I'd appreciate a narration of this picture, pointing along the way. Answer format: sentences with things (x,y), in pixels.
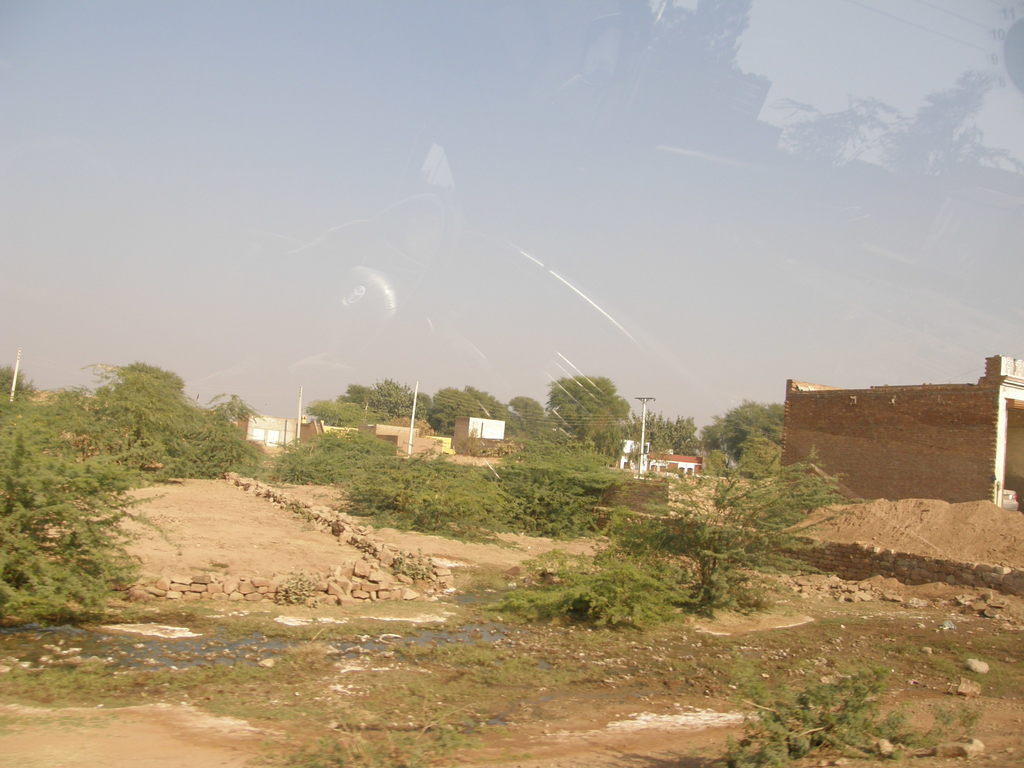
This picture is clicked outside the city. In the foreground (851,681) we can see the grass (74,673), plants (285,453) and some stones (374,580). In the background (362,41) there is a sky (821,149), buildings (971,417), trees (401,411) and pole (641,452).
